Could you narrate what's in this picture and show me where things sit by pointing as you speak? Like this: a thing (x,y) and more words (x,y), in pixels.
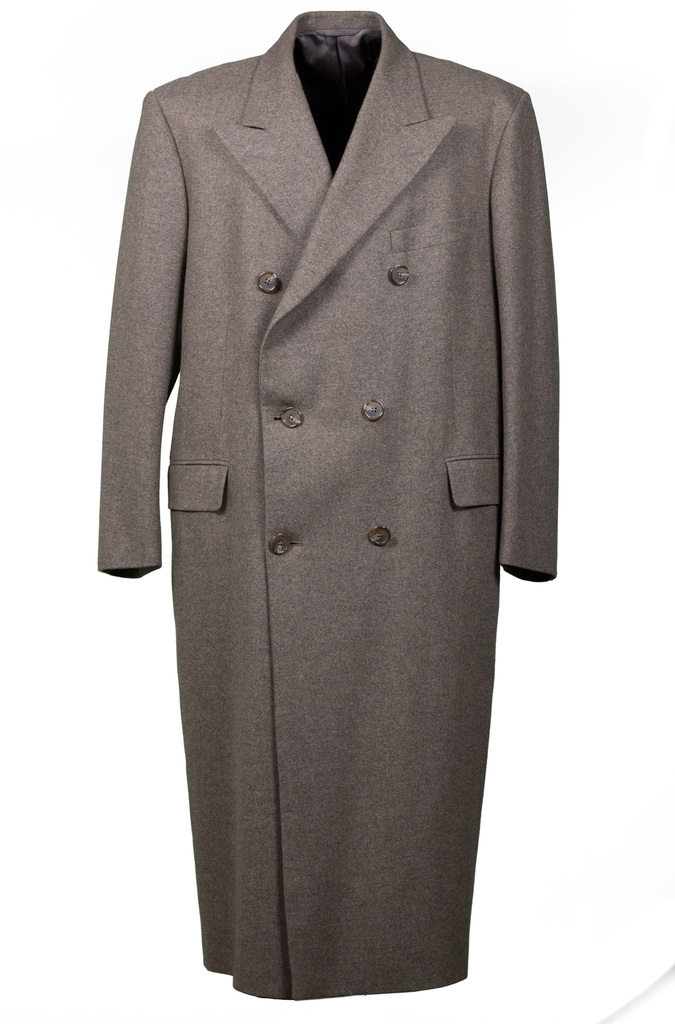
In this image I can see a coat (411,467), there are 6 buttons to it.
